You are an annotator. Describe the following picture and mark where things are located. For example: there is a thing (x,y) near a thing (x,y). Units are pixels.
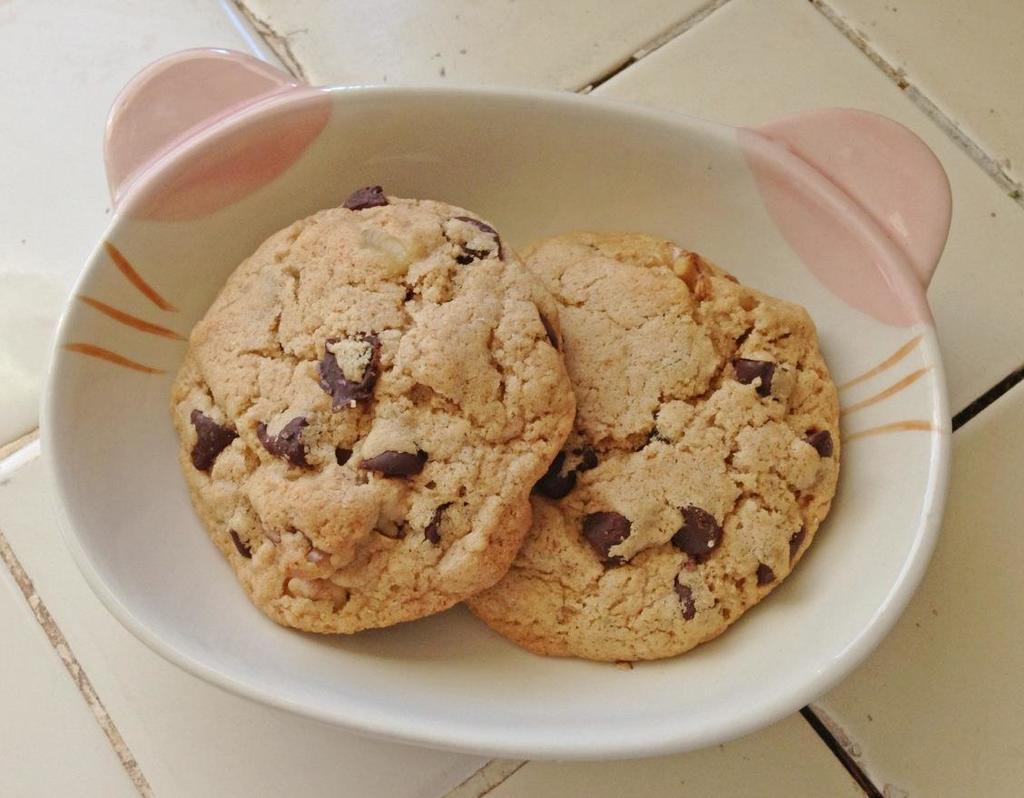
This image consists of food (493,419) which is in the plate (897,445).
